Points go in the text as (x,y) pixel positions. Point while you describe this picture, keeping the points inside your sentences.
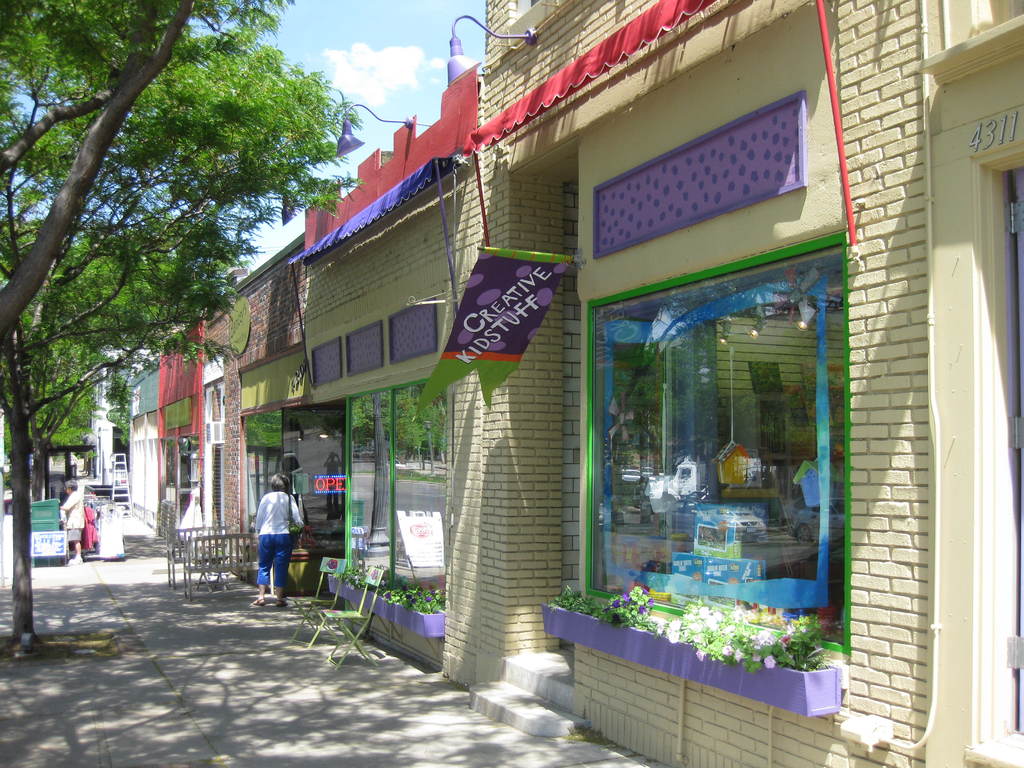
In this image we can see building (342,375), chairs (323,564), benches (219,554), persons (280,536), ladder (121,471), trees (140,182), plants (687,627), sky (342,44) and clouds (353,72).
